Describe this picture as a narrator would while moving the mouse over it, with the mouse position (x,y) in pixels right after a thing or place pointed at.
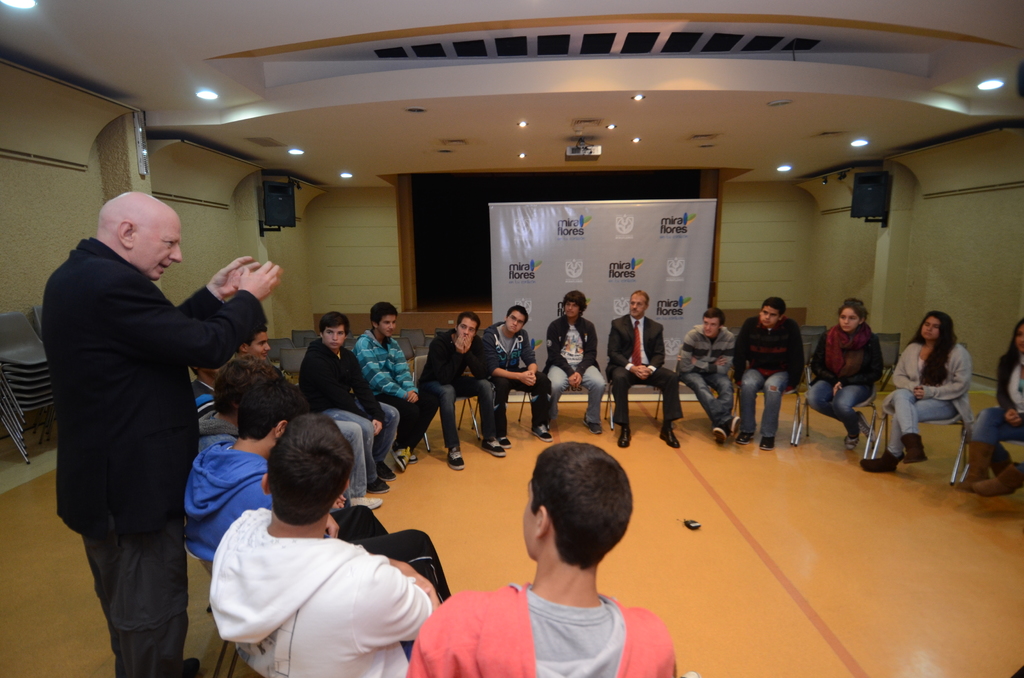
In the image there are a group of people (320,624) sitting on the chairs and on the left side (126,396) there is a man (116,491), he is standing and talking something and in the background (504,308) there is a banner (535,319) and there are speakers (875,213) attached to the walls (244,188) of the room (36,227).
